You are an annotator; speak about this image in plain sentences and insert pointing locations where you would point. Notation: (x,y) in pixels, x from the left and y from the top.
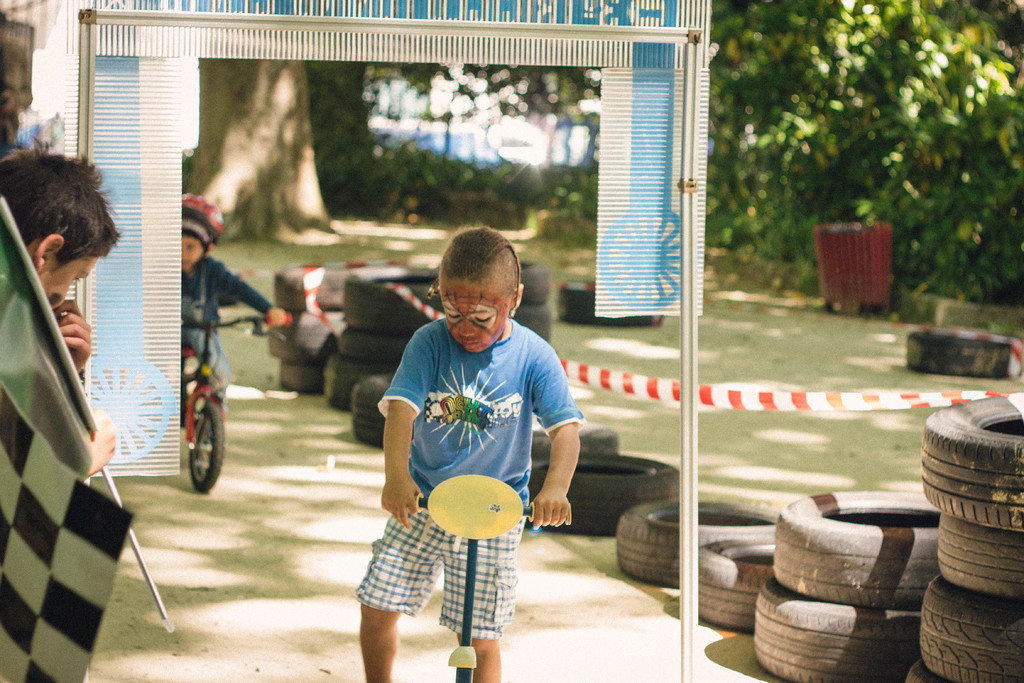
In the center of the image (475,453) we can see a kid (457,456) is standing and he is holding some object (505,522) and we can see some paint (491,341) on his face (489,334). On the left side of the image (52,387), we can see a person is holding some object (79,441). In the background (760,55) there is an arch (692,444), trees (776,65), tires (537,294), one person (215,314) is riding a cycle (208,325) and a few other objects (416,304).
